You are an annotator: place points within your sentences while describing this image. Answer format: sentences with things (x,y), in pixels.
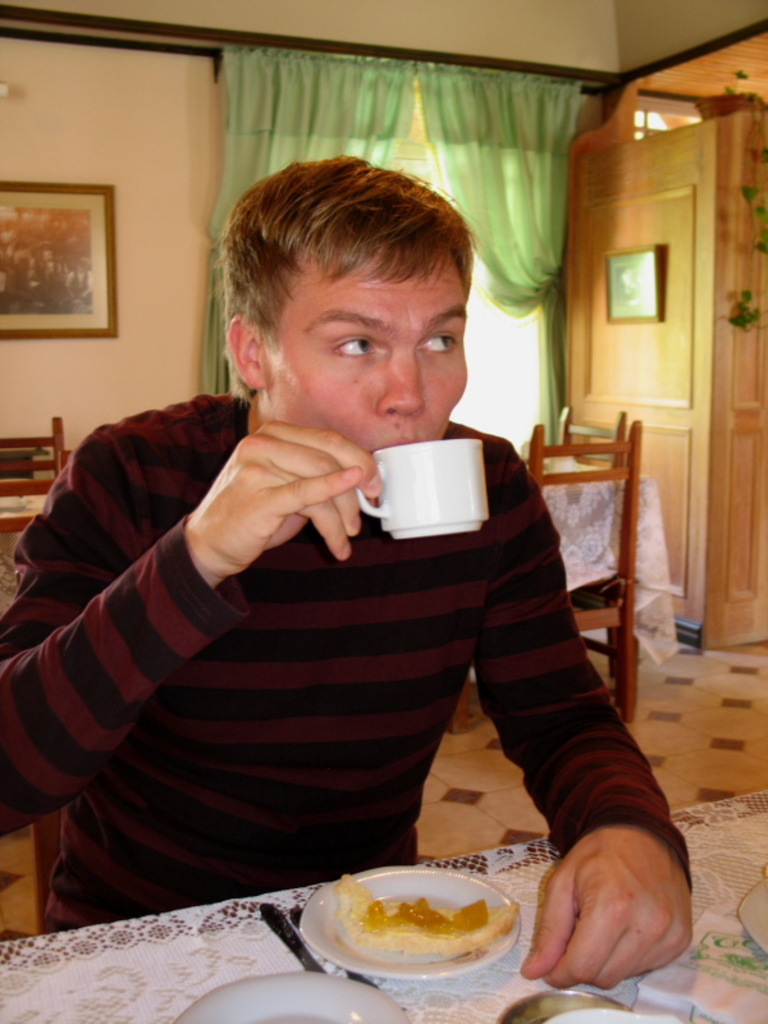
In this picture we can see man (318,296) sitting on chair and drinking with cup (385,525) holding in his hand (371,458) and in front of him there is table (235,920) and on table (256,1016) we can see plate (293,1020), spoon (319,962), some food (428,914), cloth (668,992) and in background (512,294) we can see curtain (435,125), wall (67,143), chairs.
